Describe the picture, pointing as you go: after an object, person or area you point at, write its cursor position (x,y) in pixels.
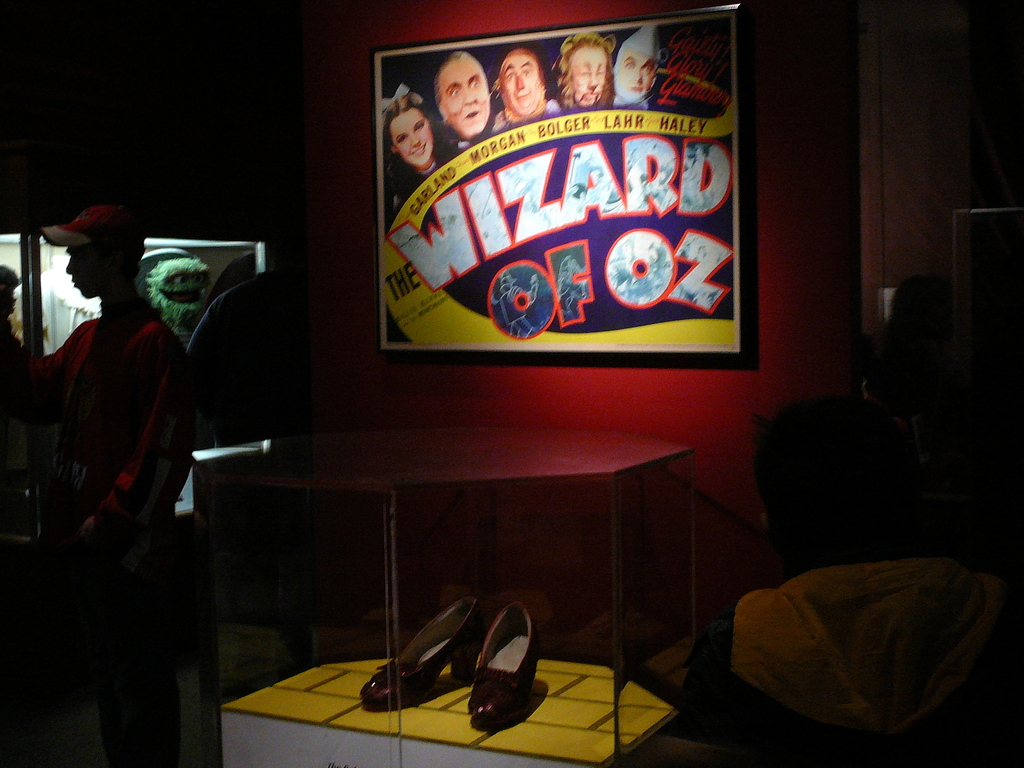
In this picture I can see a pair of shoe heels (442,621) in a glass box (314,660), there are group of people (823,748) standing, there is a toy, there is a frame (750,290) attached to the wall (786,13).
